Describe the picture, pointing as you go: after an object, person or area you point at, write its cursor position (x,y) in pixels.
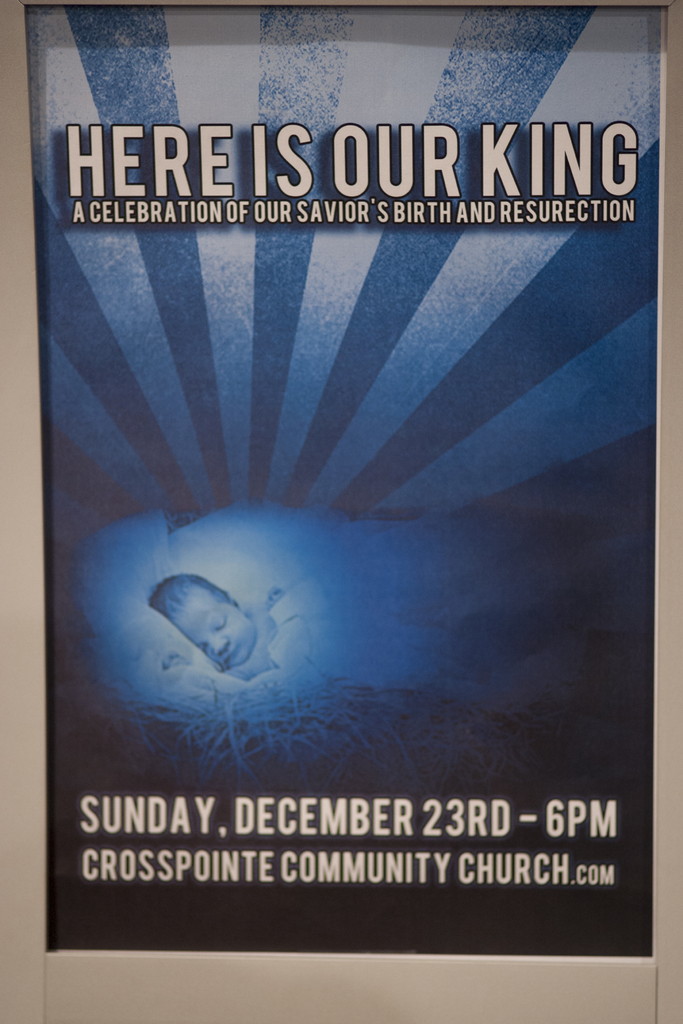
In this image we can see there is a poster (264,486) with some text (366,209).
